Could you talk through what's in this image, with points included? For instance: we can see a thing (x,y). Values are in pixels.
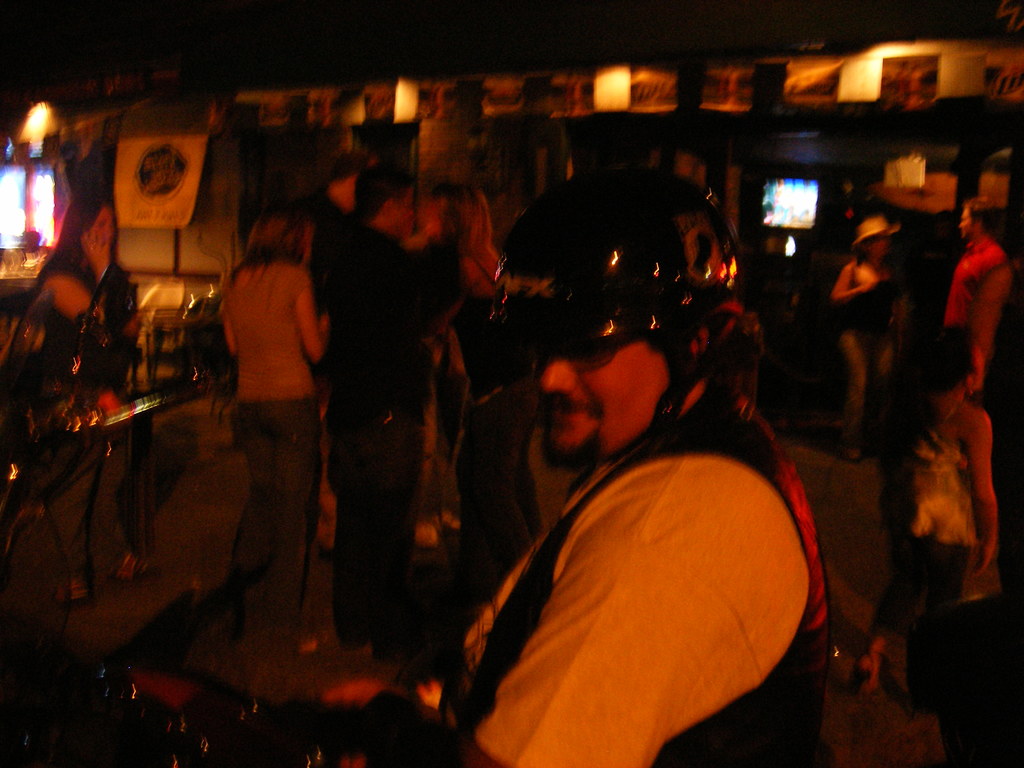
In this picture there is a man (749,505) on the right side of the image (689,498) and there are other people (372,270) in the background area of the image (938,258), there are posters (838,69) and lights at the top side of the image (826,87).
